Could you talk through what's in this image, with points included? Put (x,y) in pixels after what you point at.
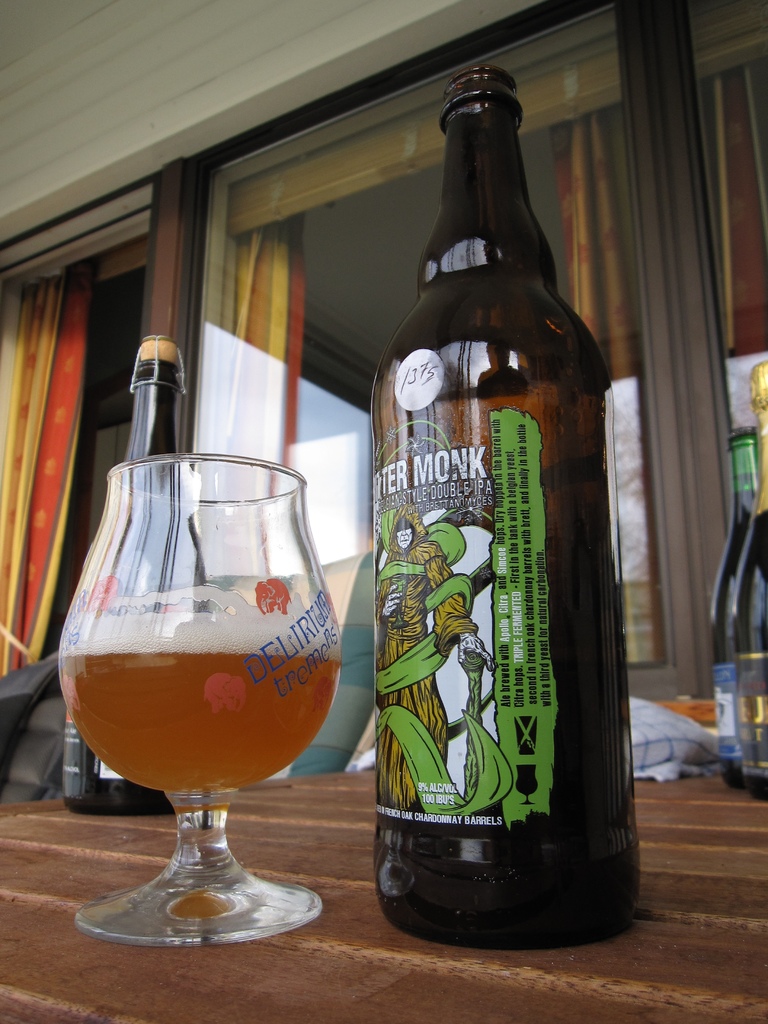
In this image can see the alcohol bottles (602,554) and a glass of alcohol (238,636) placed on the table (673,914). In the background (334,335) we can see the windows (648,571) with the curtains (48,339). We can also see the wall (209,47). Image also consists of some other objects (49,752).
